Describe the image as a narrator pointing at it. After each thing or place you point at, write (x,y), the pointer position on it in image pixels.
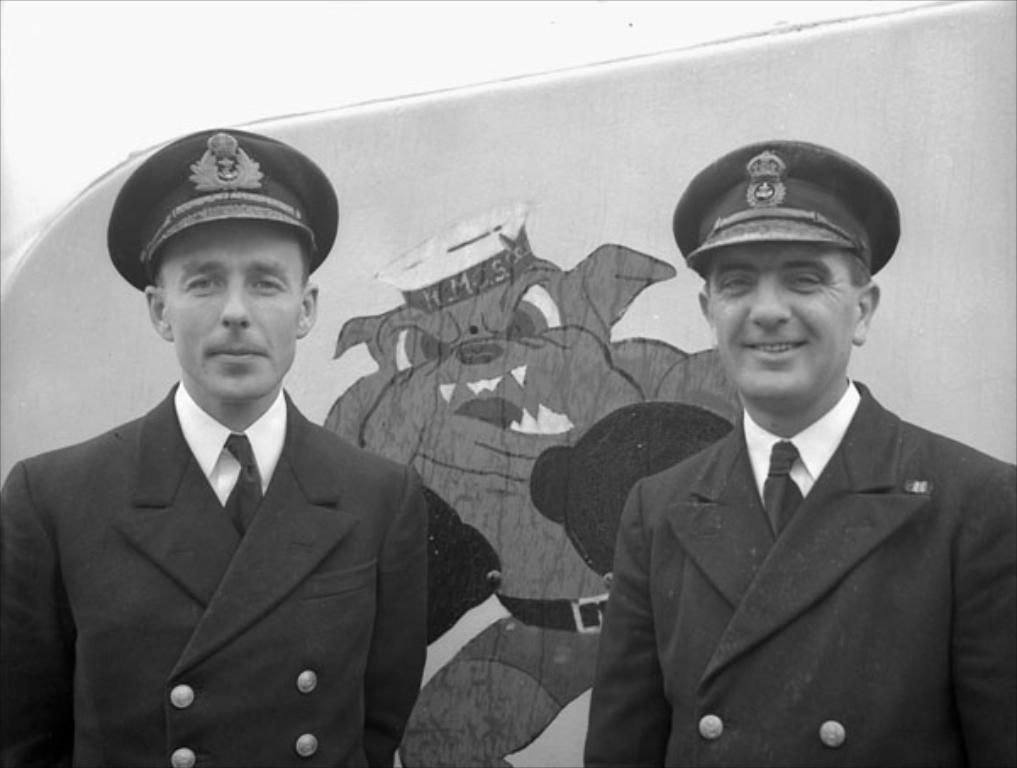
This is the picture of two people (343,535) wearing suits (888,602), hats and behind there is a cartoon (644,418) at the background (443,327).
